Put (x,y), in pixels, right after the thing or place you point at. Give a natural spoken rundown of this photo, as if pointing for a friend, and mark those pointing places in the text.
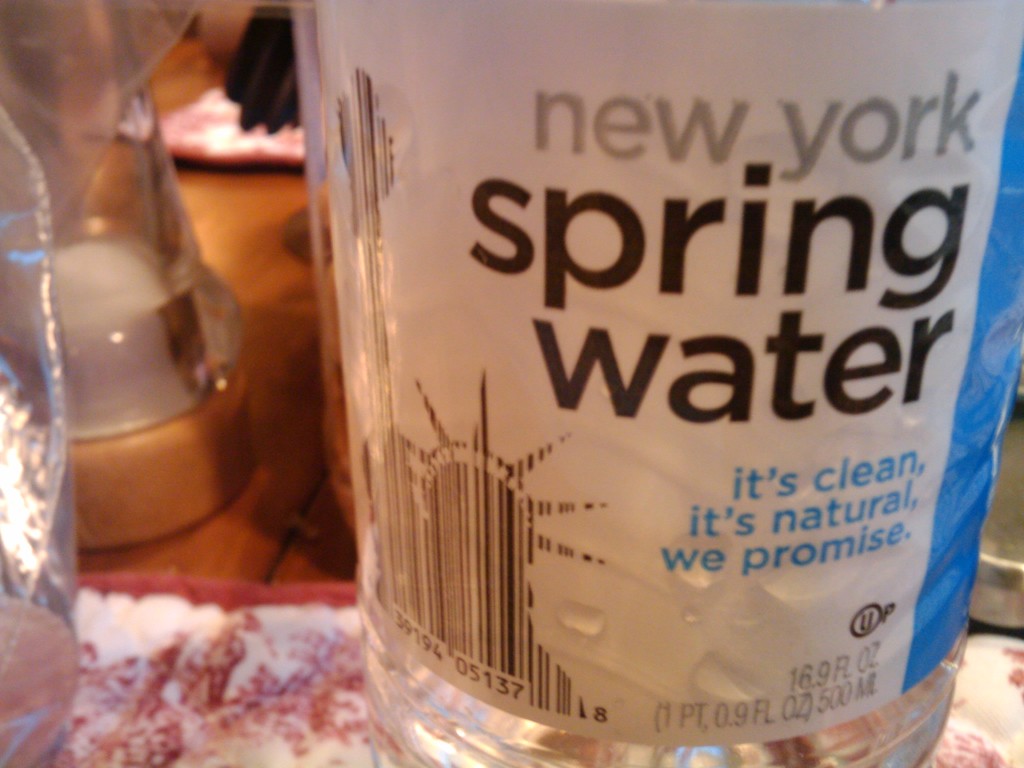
In this picture I can observe a water bottle (533,430) placed on the table (235,272). The table (292,238) is in brown color. I can observe some text (671,394) on the cover (715,579) of the water bottle (736,494).
